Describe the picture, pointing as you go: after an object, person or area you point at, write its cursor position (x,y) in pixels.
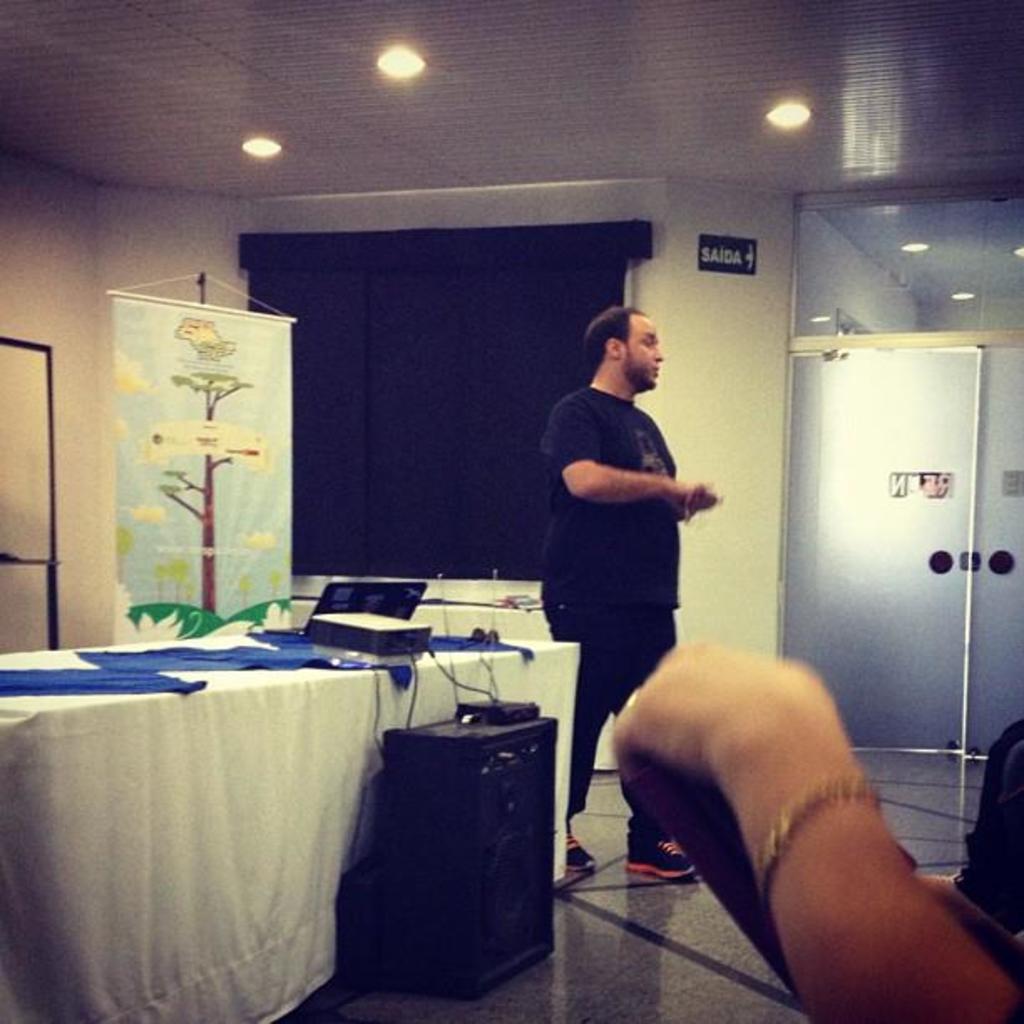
This person (639,443) standing. We can see cloth (213,658), projector (393,638), laptop (404,612) on the table (224,703). On the background (278,301) we can see banner (207,487), wall (63,218), curtain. On the top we can see lights (799,113). We can see speaker (502,885) on the floor (601,968). This is door (958,577).
